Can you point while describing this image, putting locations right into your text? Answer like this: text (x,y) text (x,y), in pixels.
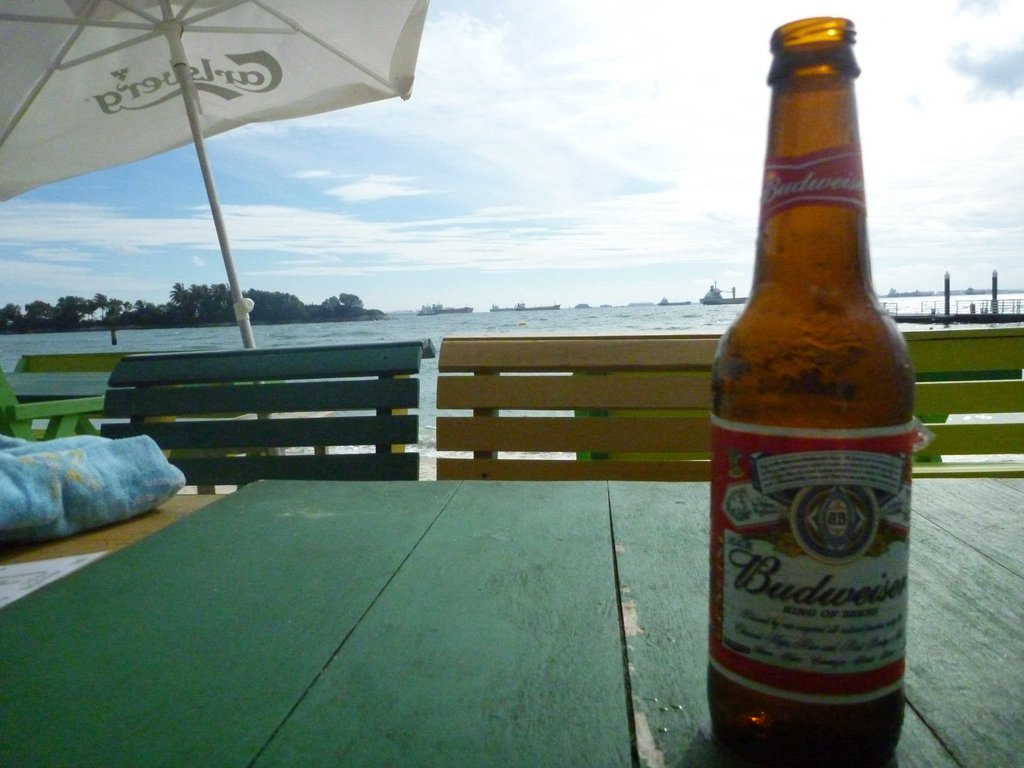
In the bottom of the image (957,598), there is a table (632,728) on which liquor bottle (888,472) is kept. Next to that benches (519,354) are there and a umbrella (197,97) is dig under the ground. In the background of the image (491,87), there is a sky (379,168) white and blue in color. Below that there is a ocean (673,319). In the middle of the image (345,307) left, there are trees (345,307). Next to that there are boats (744,299) visible. This image is taken during day time.
